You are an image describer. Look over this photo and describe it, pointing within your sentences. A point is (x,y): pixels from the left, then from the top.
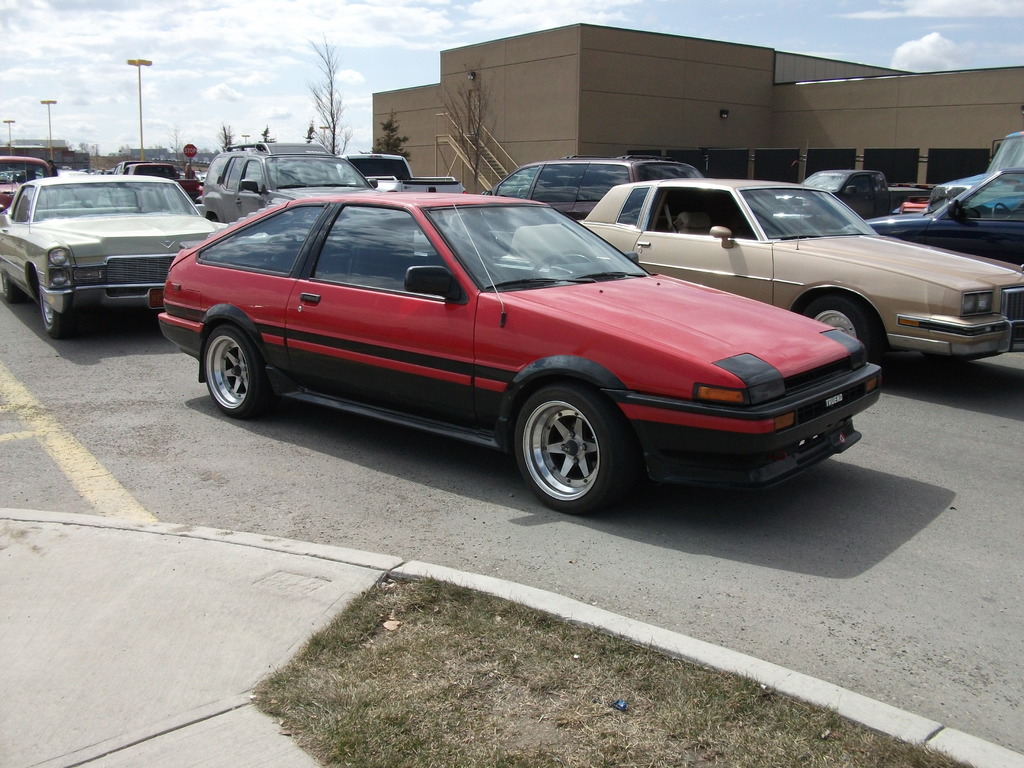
In this image there are cars (688,272) on road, in the background (509,132) there is a building (647,147), poles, trees (328,114) and the sky (332,33).
